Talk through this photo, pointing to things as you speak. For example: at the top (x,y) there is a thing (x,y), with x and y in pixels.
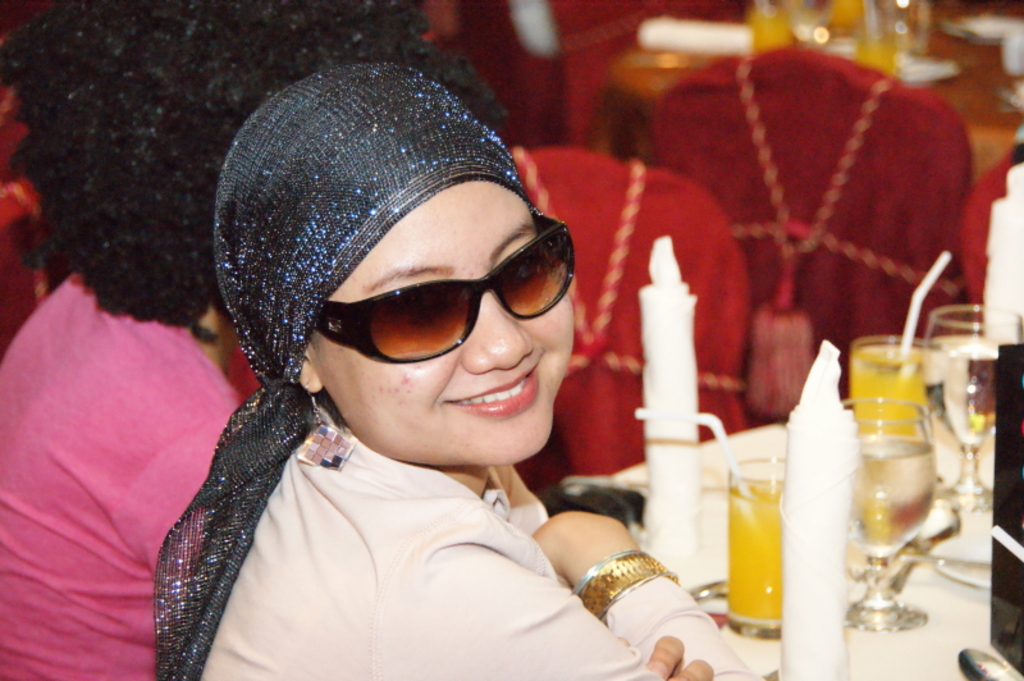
In this picture I can see a woman (300,434) in front of the table (854,645), on which we can see few objects (766,554) are placed, behind we can see few people (113,222), some chairs (795,177), tables (848,35) and some objects (827,39).
